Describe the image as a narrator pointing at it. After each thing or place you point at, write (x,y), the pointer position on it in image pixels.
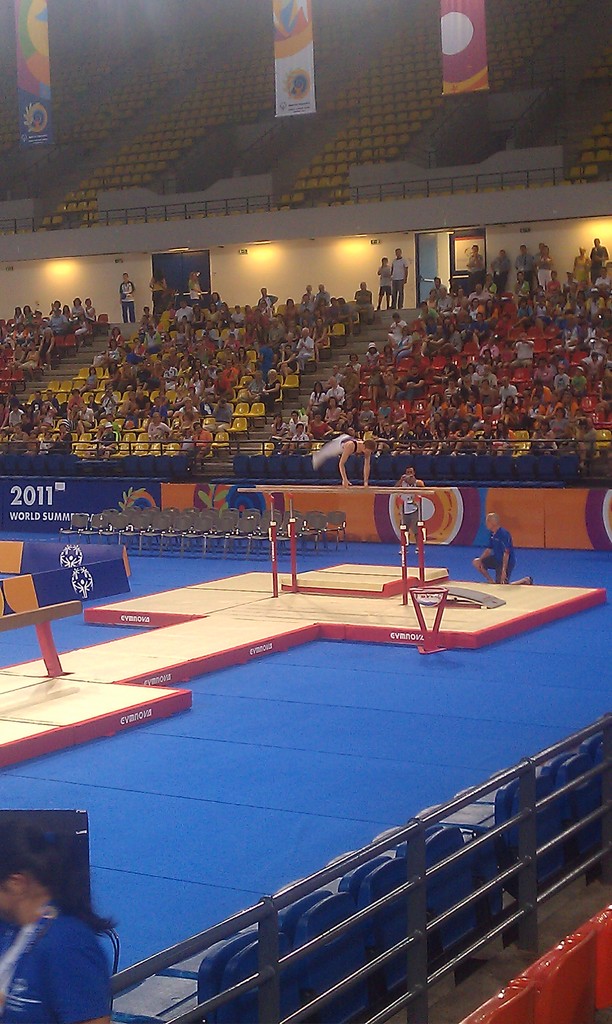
In this picture we can see a stadium (318,754), there are some people (459,425) sitting on chairs (534,349), in the background (585,272) there are people (577,270) standing, we can see hoardings (469,85) at the top of the picture (280,68), there are stairs (300,392) in the middle (323,372), we can see a person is performing gymnastics in the middle (366,467).
